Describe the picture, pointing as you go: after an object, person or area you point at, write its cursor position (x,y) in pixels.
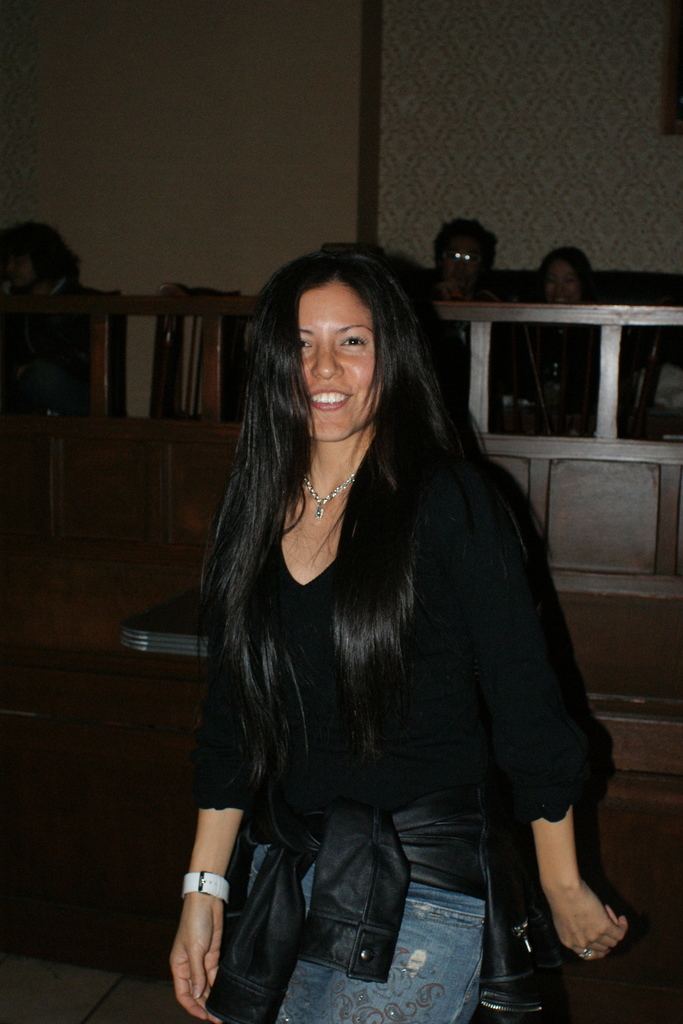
In this picture we can see a woman (237,810), she is smiling, at the back of her we can see an object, fence (559,563) and in the background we can see people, wall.
